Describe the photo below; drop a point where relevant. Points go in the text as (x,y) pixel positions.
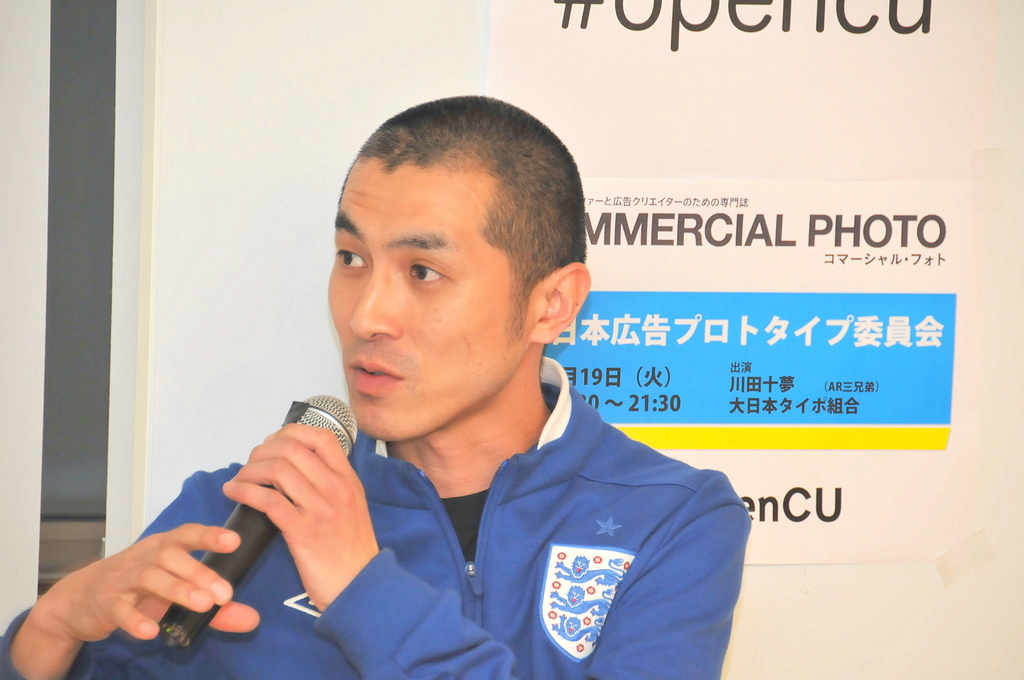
In this image we can see a man (342,525) is holding a microphone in the hands (357,527), he is wearing the blue jacket (538,565), at back (874,189) here is the banner (702,248) something written on it.
